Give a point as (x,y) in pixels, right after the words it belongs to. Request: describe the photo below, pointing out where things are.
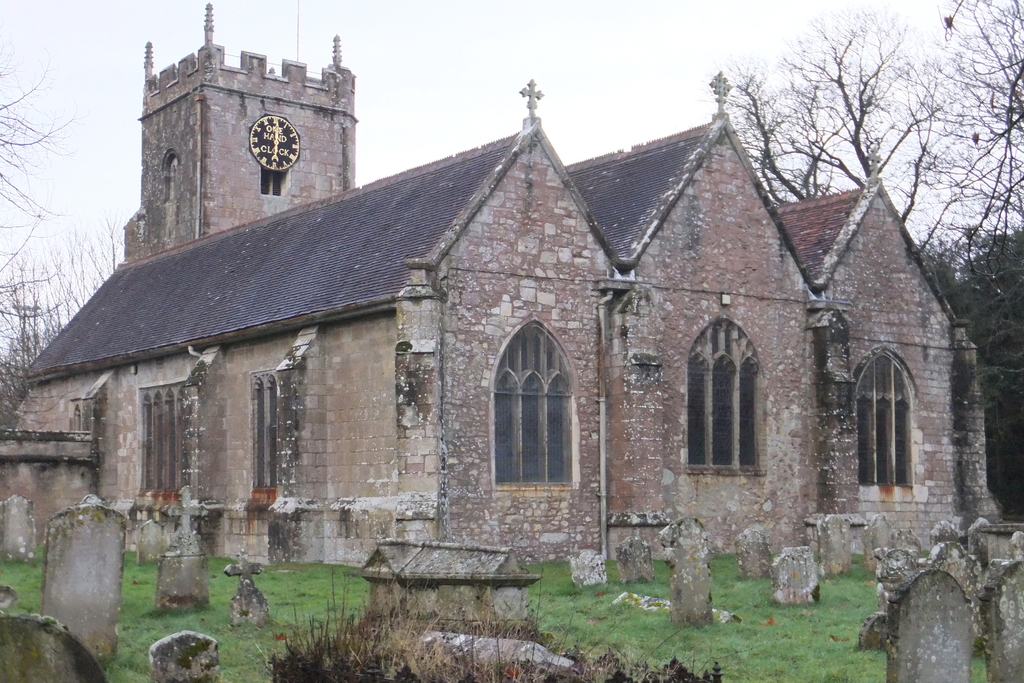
In this image I can see in the middle (621,404) there is a church (524,343). At the bottom (752,546) there are graveyards (733,615). On the right side (1001,295) there is the tree (871,20), at the top (493,64) it is the sky (483,91).
